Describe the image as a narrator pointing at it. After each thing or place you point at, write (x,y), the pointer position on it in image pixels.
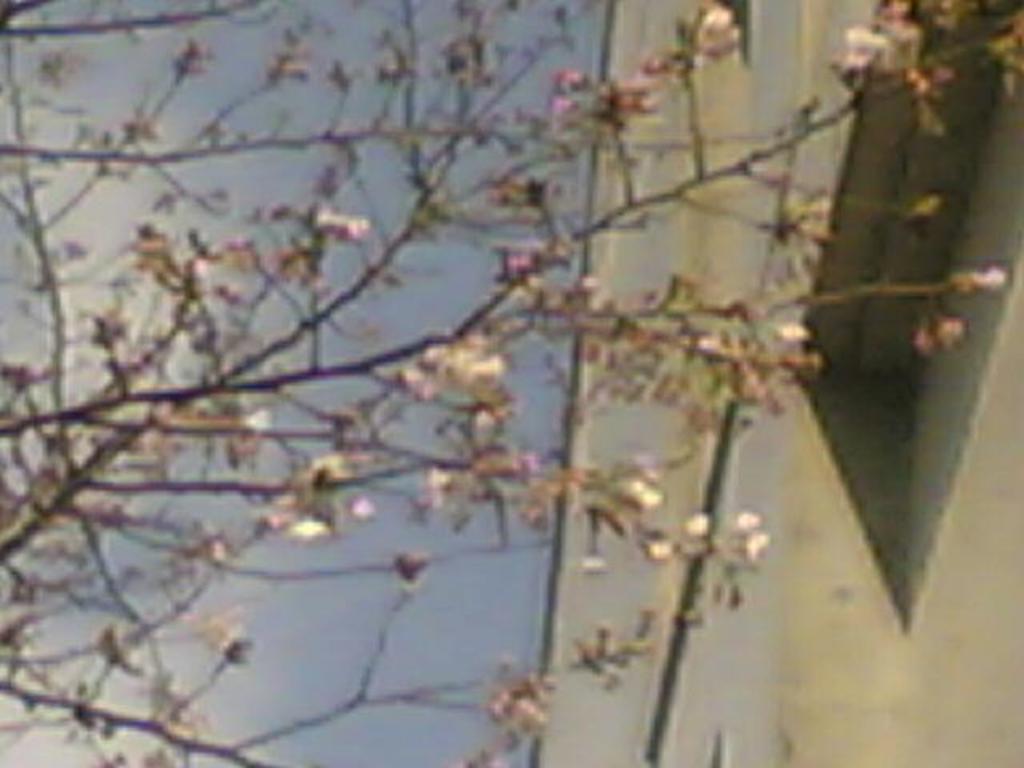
In this picture I can observe some flowers (437,377) to the tree (615,91). On the right side (891,748) there is a building (883,721). In the background (449,638) I can observe sky (361,322).
